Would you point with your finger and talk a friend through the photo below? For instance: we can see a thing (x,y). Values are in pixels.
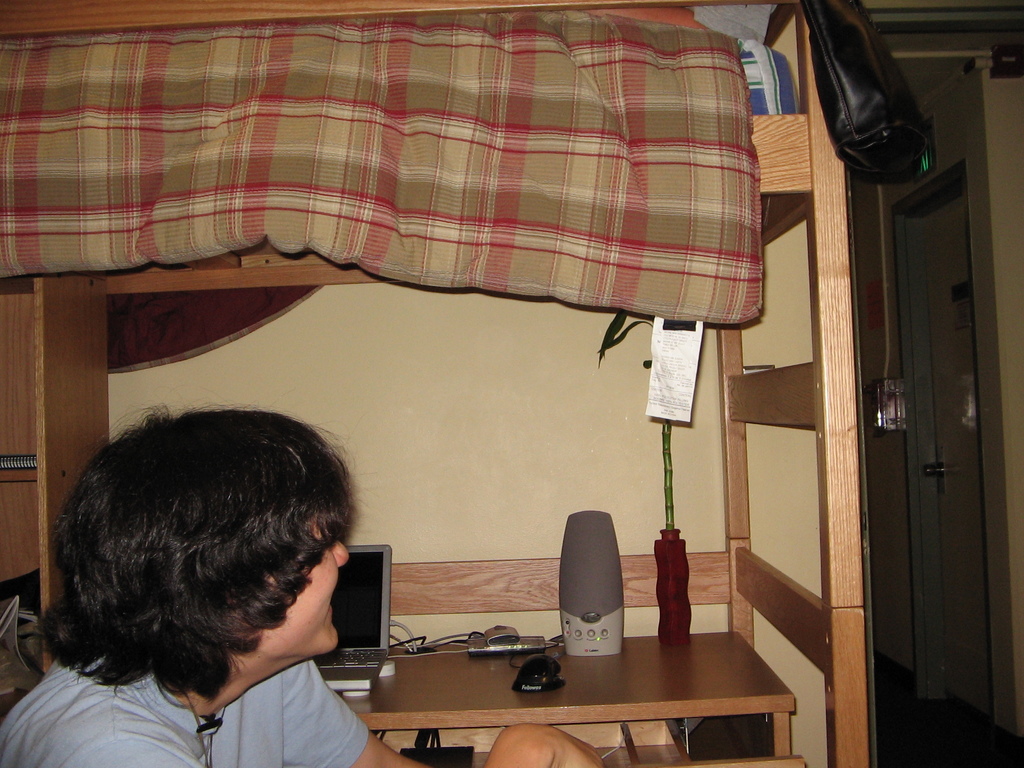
In this image I see a person (103,558) and there is a table (778,730) in front of him on which there is a laptop (365,667), a mouse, speaker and a plant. I can also see the bed (15,261) over here and I see the wall (702,483).
